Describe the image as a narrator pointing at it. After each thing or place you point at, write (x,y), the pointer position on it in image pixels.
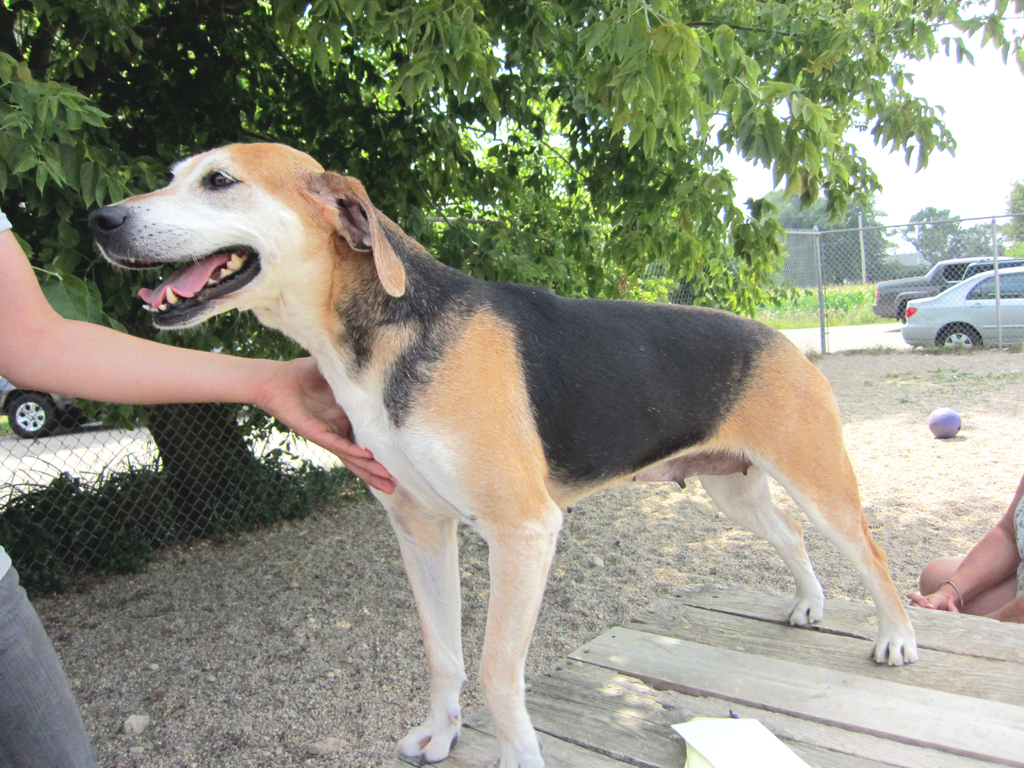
In this image, there are a few people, vehicles (948,281), plants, trees (694,259). We can see the ground (290,619) with some grass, and sand (789,582) a wooden object (785,647). We can also see the fence (802,256) and the sky (923,202). We can see a dog (505,400) and an object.
